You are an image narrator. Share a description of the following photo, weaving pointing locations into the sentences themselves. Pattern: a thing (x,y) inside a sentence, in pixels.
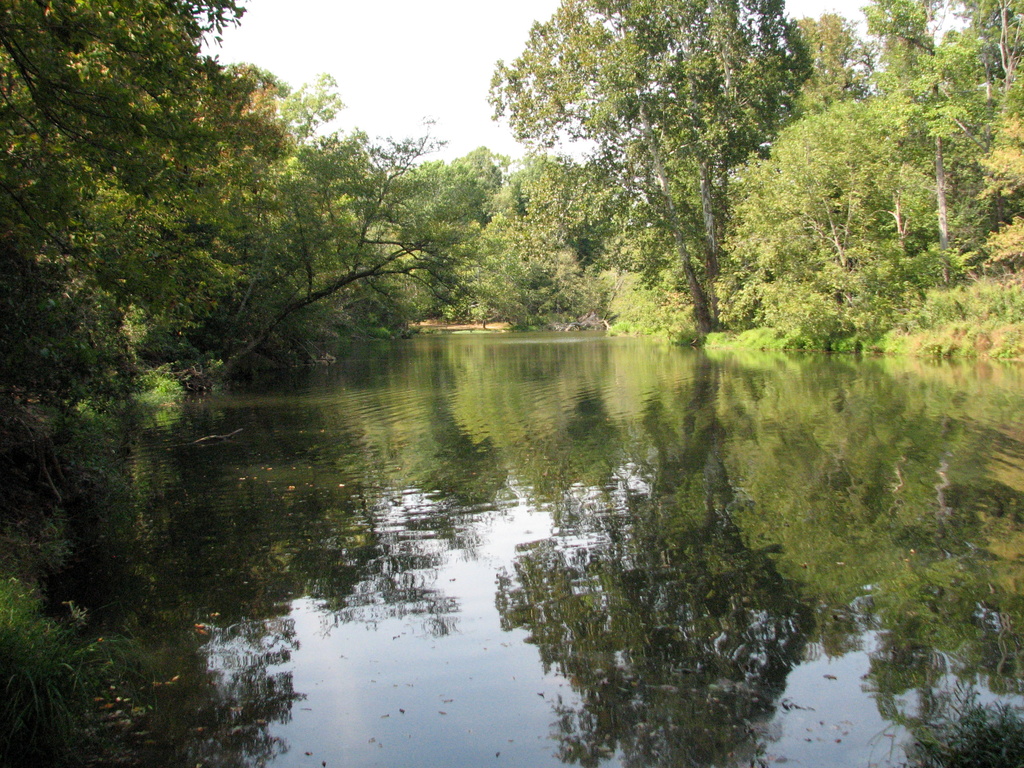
In this picture, we can see trees (671,263), plants (760,344), water (701,375) ground (557,325) and the sky (488,62).
